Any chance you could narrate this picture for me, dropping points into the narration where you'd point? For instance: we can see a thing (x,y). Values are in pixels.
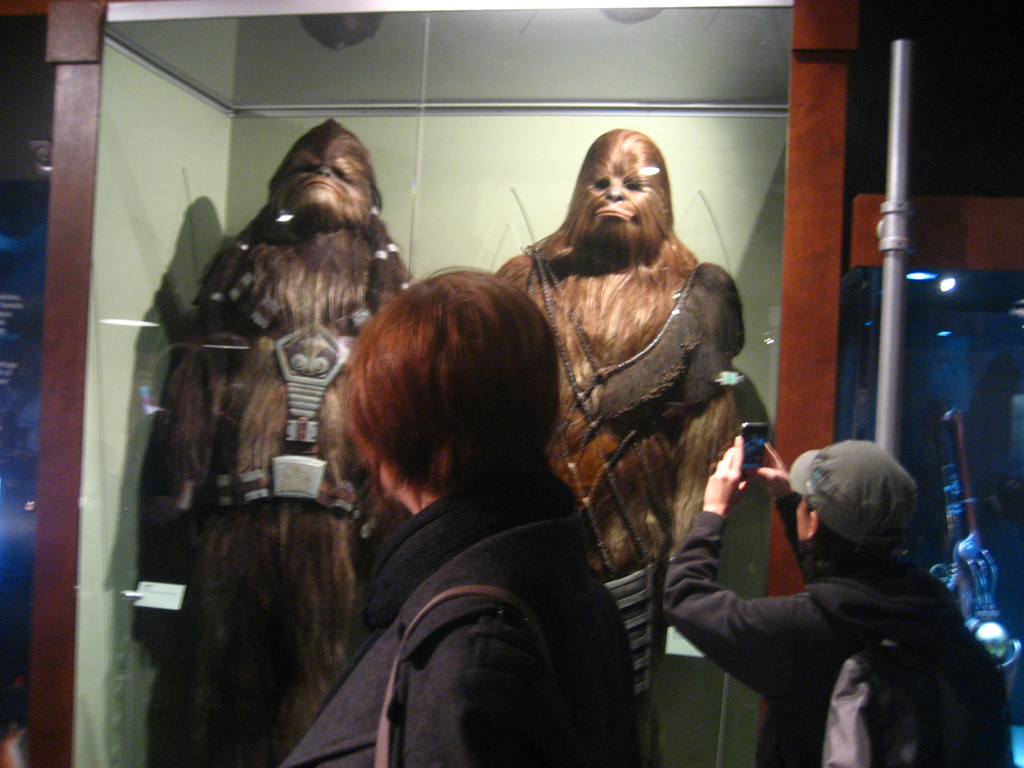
In this image there are people (586,541), costumes (633,426), glass box (133,485), pipe (893,427), light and objects (966,533). Inside the glass box (164,226) there are costumes (674,524). Among the two people (452,548) one person (777,659) wore a bag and holding a mobile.
